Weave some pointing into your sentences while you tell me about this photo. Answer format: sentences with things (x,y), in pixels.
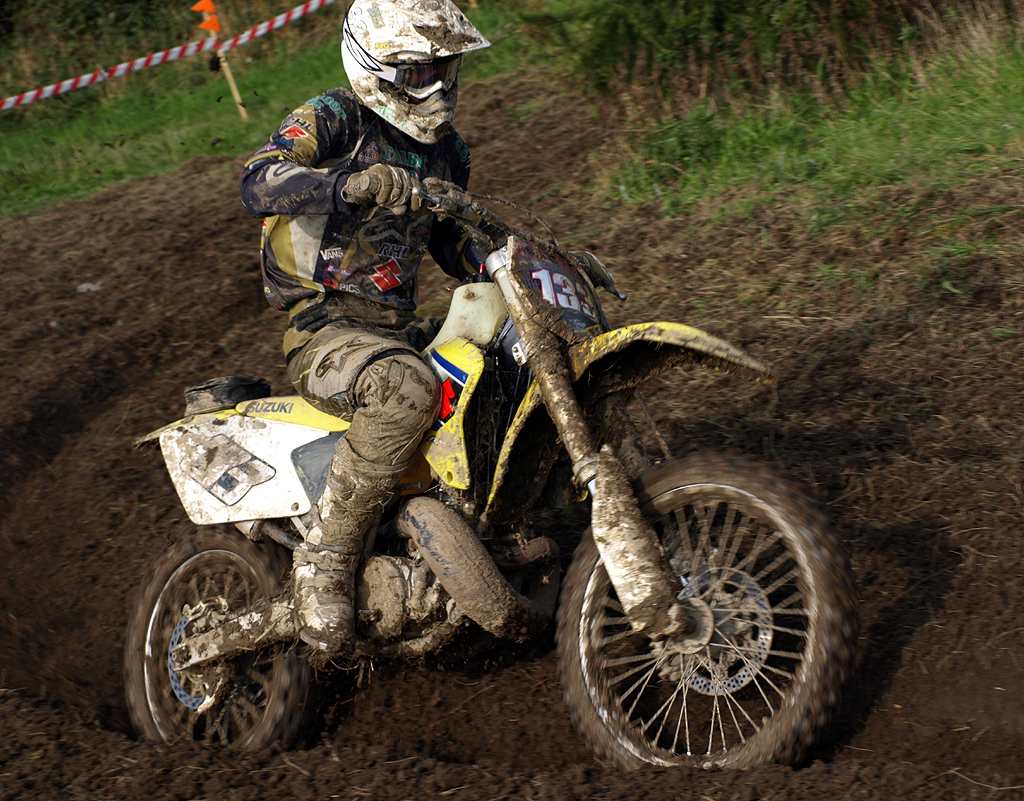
In this image I can see a person (358,415) sitting on the bike (474,507). In the background (752,205), I can see the grass (135,139).
